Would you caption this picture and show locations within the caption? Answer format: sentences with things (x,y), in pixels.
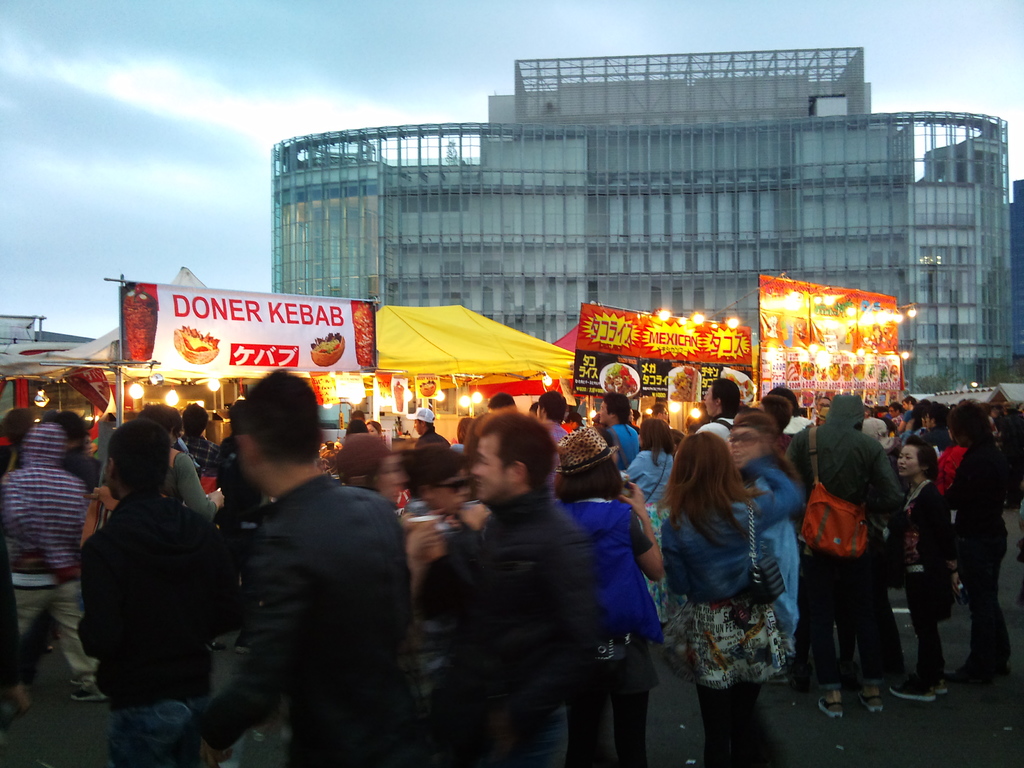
In this image we can see a group of people (723,596) standing on the ground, some people (536,661) are holding glasses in their hands (481,517). In the center of the image (494,391) we can see some tents (494,363), lights (467,402) and some banner (394,383) with pictures (192,360) and text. In the background (532,169), we can see a building (924,257) with windows (931,241) and some poles (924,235). At the top of the image (101,187) we can see the sky (96,175).
